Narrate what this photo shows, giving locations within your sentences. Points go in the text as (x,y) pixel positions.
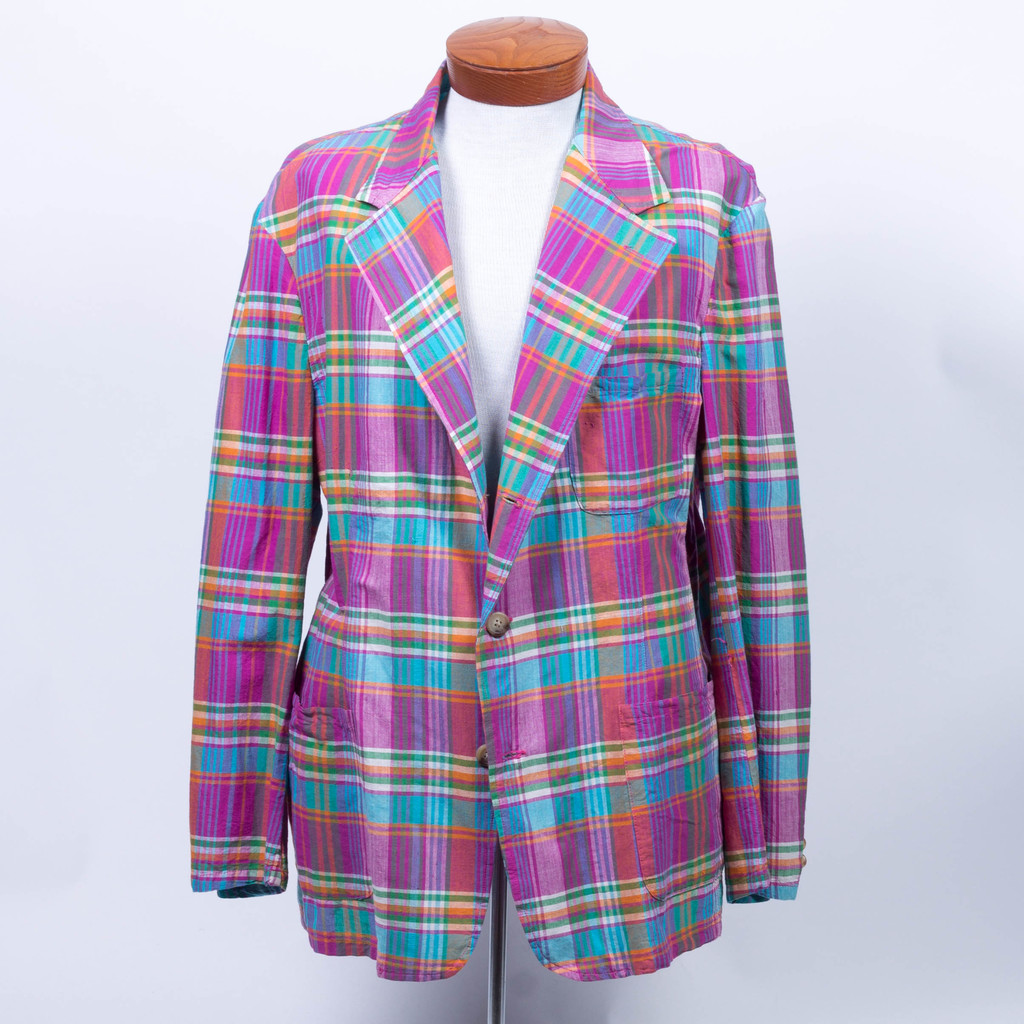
In this image there is a mannequin (606,375) with a coat (521,480).
